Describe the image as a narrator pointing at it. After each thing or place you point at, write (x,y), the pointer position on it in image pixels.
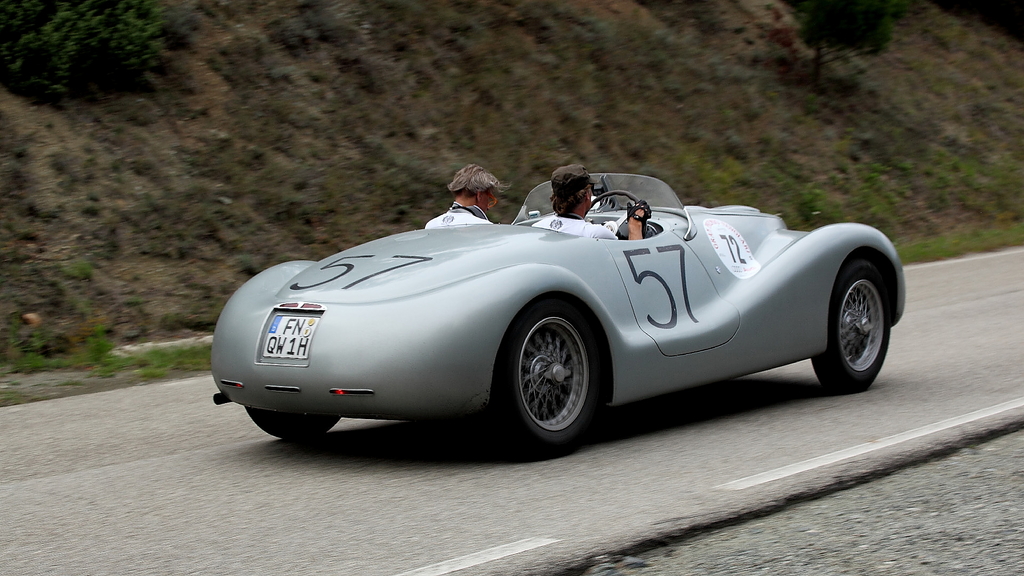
In this image in the center (658,320) there is a car (624,310) with the persons (467,213) sitting inside it moving on the road (937,342) with some text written on it. In the background (342,122) there are plants (113,45) and there is grass (626,146).
